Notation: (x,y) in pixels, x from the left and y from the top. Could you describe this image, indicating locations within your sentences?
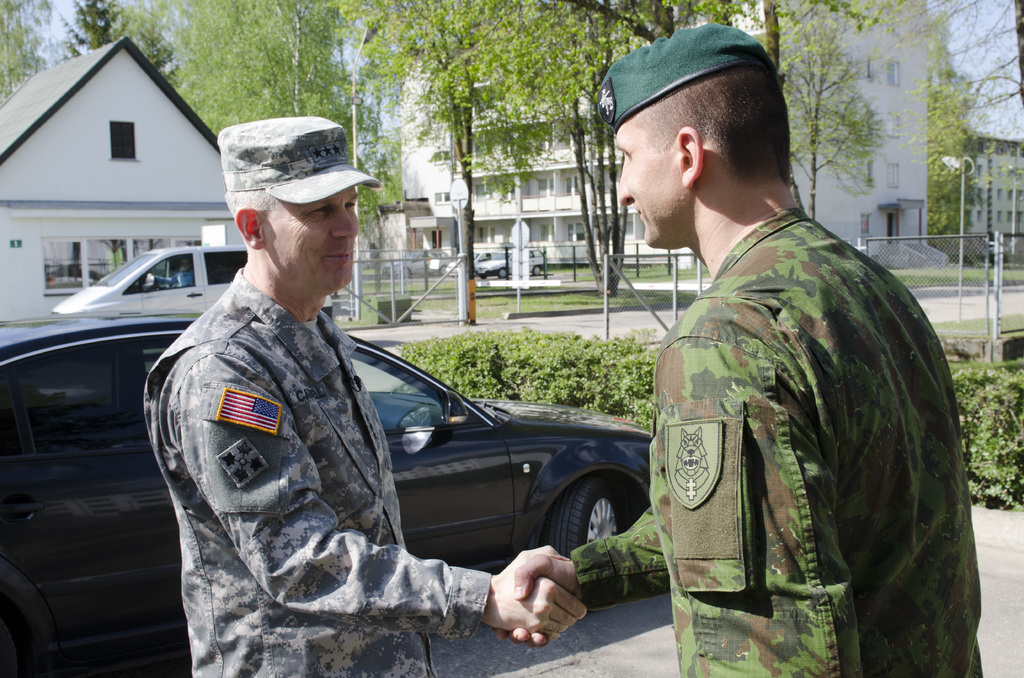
In this image we can see two people (725,528) shaking their hands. We can also see some cars (524,411) on the ground (545,309). On the backside (482,392) we can see some plants (568,387), a fence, trees (489,87), street poles (519,302), buildings (822,204) with windows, a house (210,172) with a roof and the sky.
